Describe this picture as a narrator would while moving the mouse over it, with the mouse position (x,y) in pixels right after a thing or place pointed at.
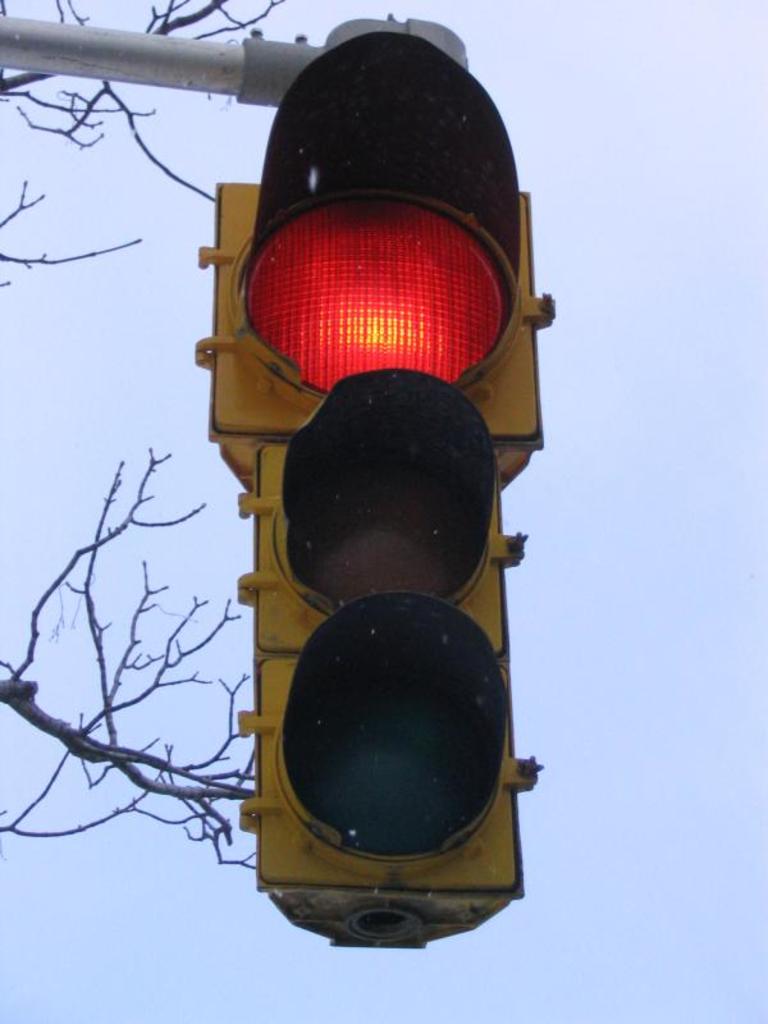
In this picture we can see a traffic signal (295,581) attached to a pole (356,39), branches (98,650) and stems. In the background of the image (587,518) we can see the sky (609,800).
